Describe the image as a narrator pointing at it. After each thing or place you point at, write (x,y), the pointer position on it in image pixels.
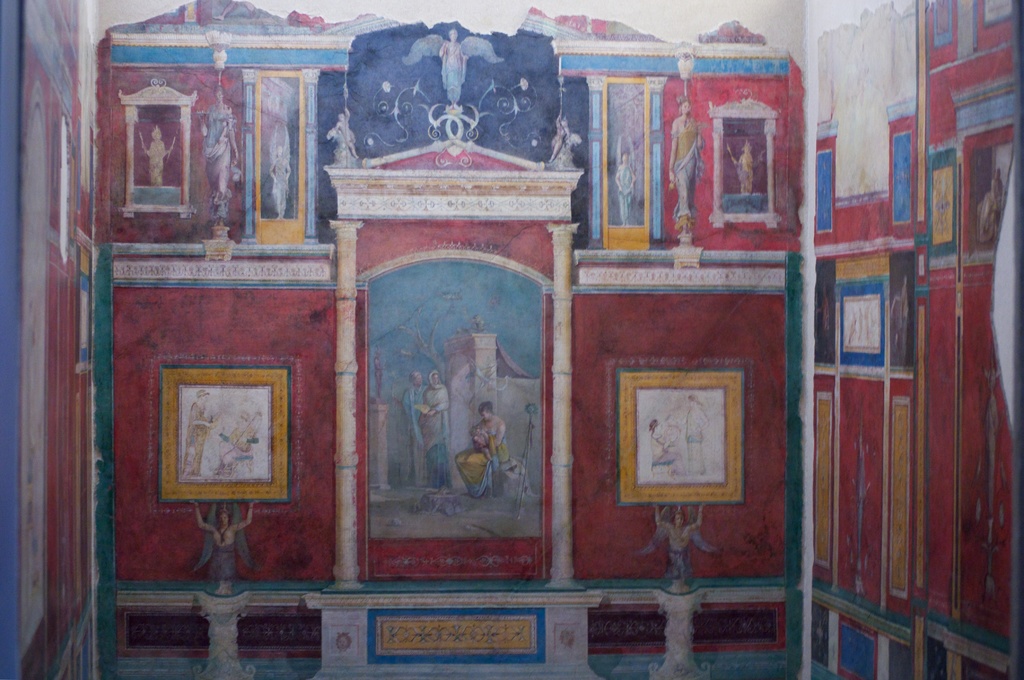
In this image there is a wall (530,174) and we can see a painting (745,162) on the wall (679,315). In this painting (439,123) there are people (683,105), buildings (337,172), statues (230,562) and trees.
